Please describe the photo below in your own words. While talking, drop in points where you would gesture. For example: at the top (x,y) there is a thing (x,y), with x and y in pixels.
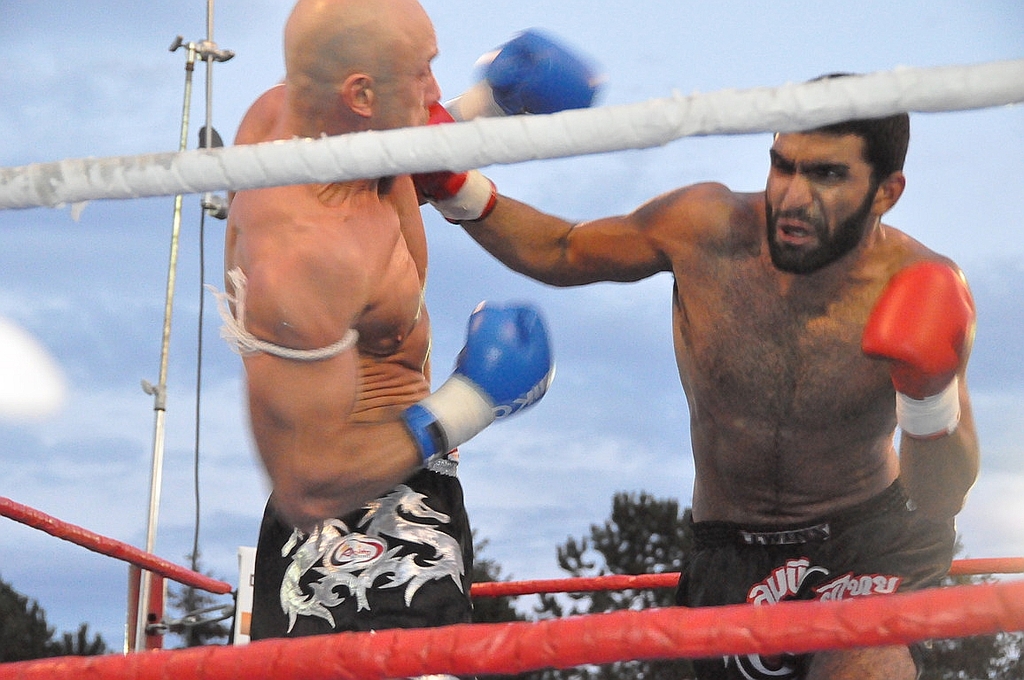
In the center of the image (474,330) we can see two persons (784,378) are boxing and wearing gloves (933,355). In the background of the image (25,625) we can see a boxing court (372,667), board (246,563), rods (220,49), trees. At the top of the image (103,114) we can see the clouds (66,45) are present in the sky (53,217).
